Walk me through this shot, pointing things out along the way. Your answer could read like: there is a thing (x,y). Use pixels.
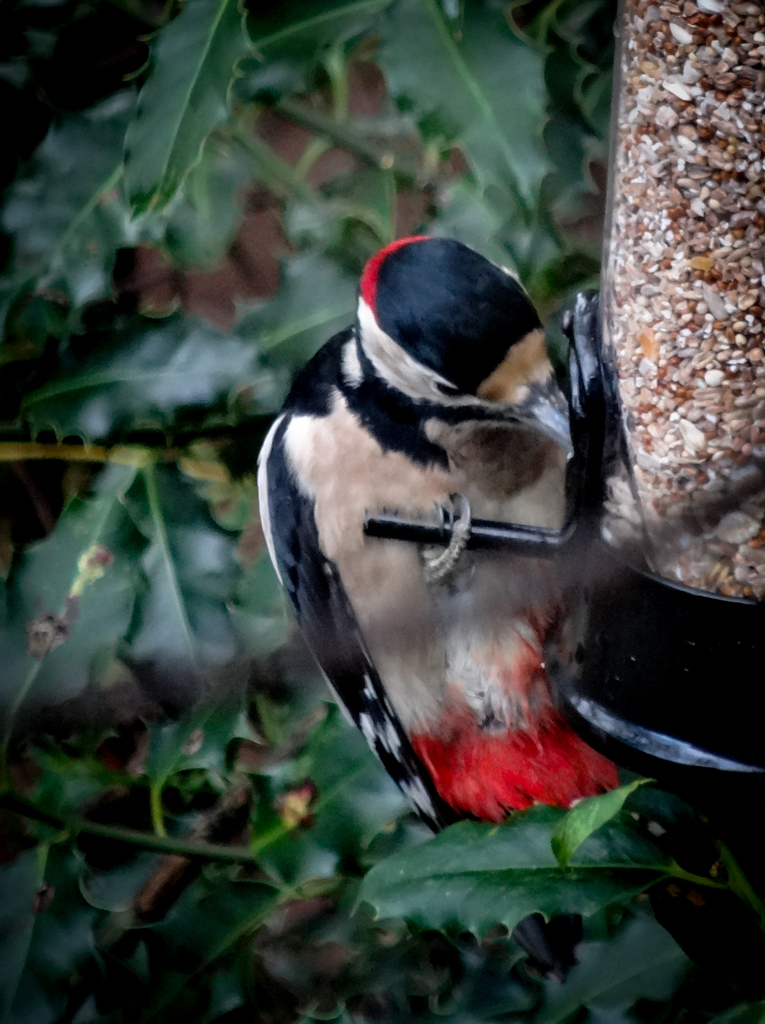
In this image I can see a bird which is in red, cream and black color. Background (83,532) I can see leaves (113,396) in green color.
